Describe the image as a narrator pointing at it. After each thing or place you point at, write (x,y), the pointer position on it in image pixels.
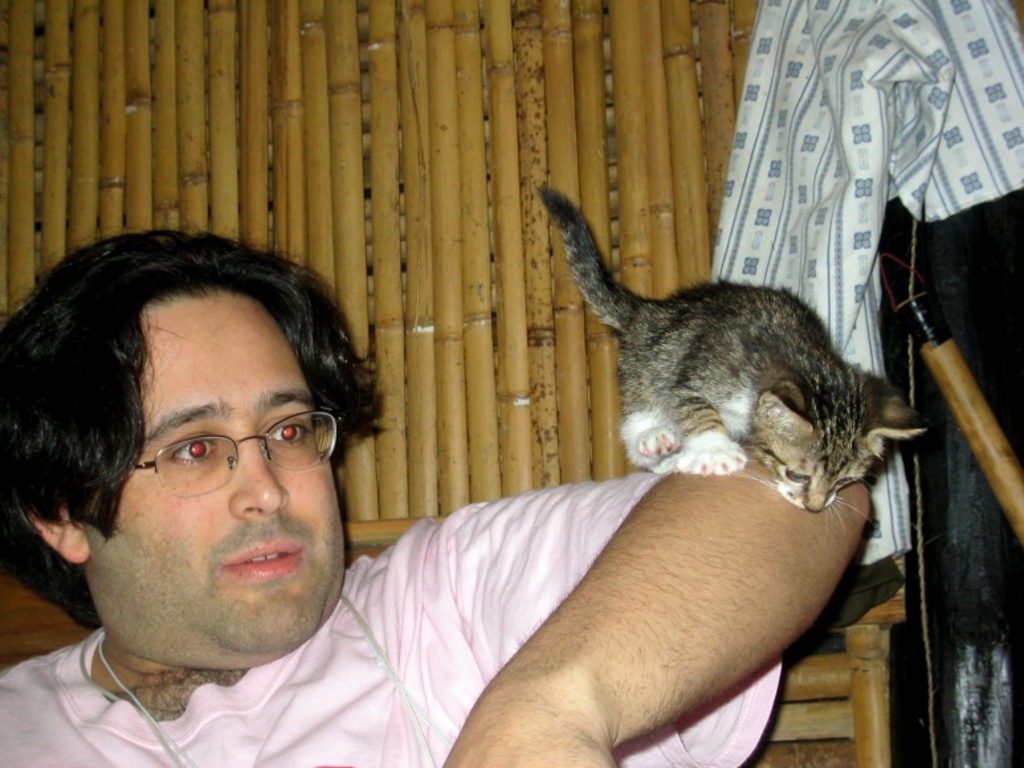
In the image we can see one person (387,637) sitting on the chair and holding cat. In the background (664,269) there is a wood wall (388,179) and cloth (974,139).
